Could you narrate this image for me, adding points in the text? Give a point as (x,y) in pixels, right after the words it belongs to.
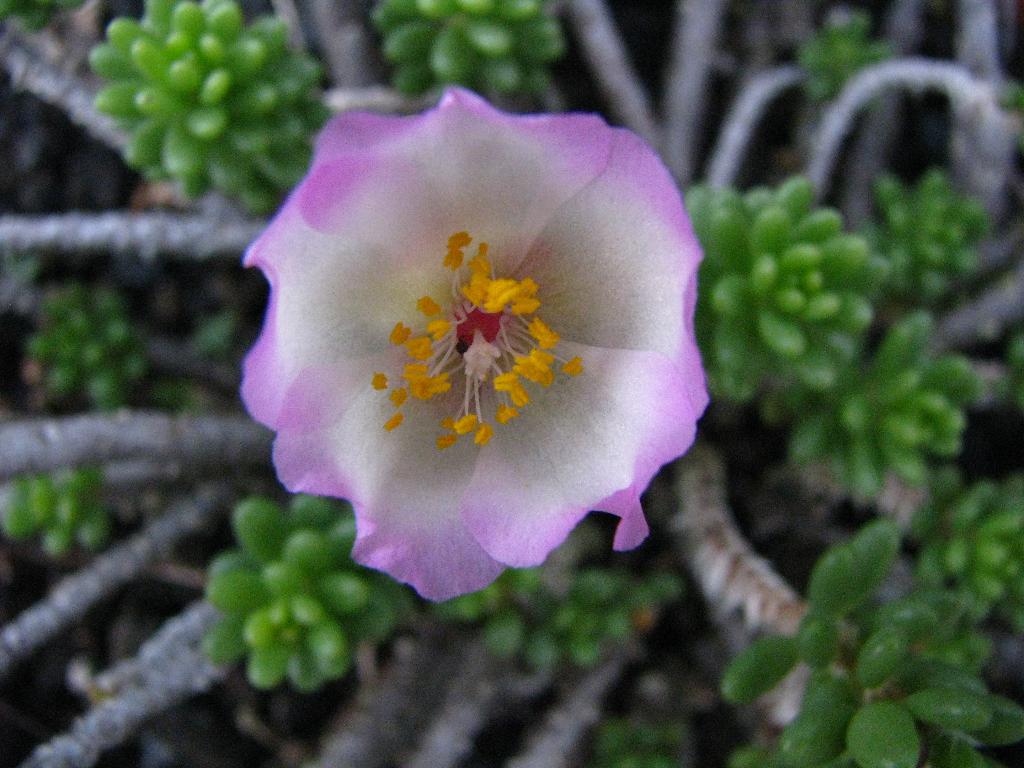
In front of the image there is a flower (497,300). Behind the flower (483,509) there are buds (402,17) and branches (57,230) of a plant (748,565).
